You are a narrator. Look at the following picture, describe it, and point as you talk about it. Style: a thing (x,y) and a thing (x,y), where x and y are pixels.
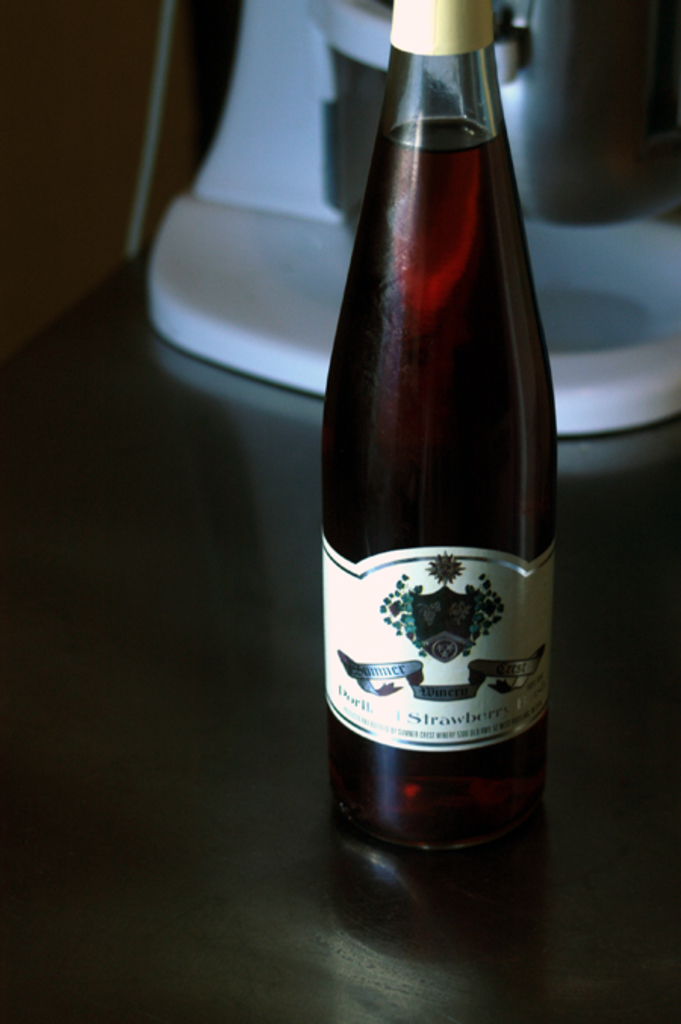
In this image I can see a bottle (355,291).
